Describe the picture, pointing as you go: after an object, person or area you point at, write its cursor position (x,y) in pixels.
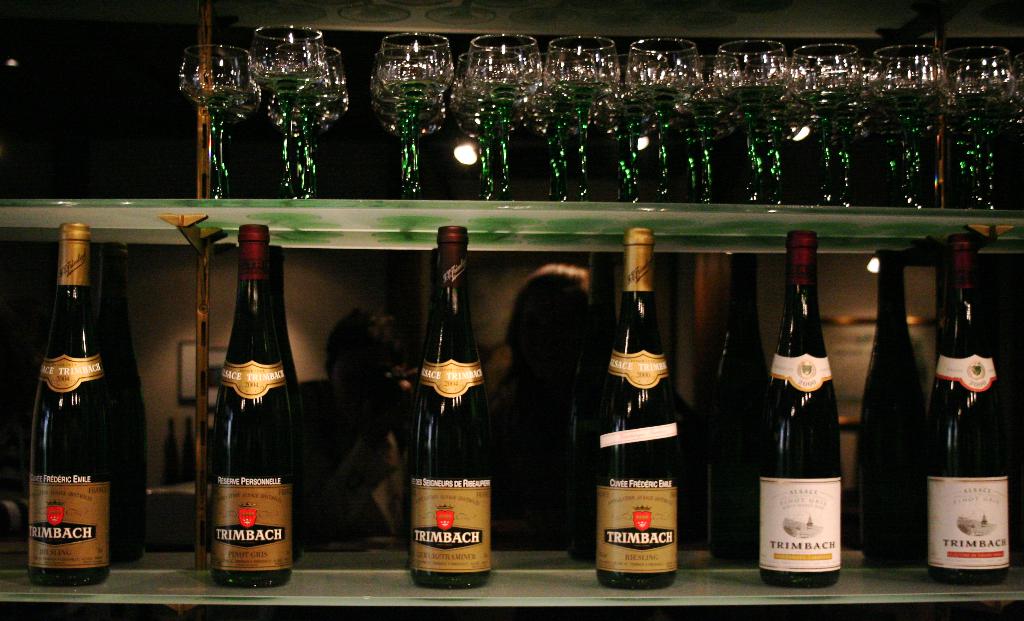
There is a table (199,592) and there are different bottles (777,523) kept on the table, above the table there is a shelf (230,221) and many glasses (633,133) are kept in a row on that shelf (247,222).
